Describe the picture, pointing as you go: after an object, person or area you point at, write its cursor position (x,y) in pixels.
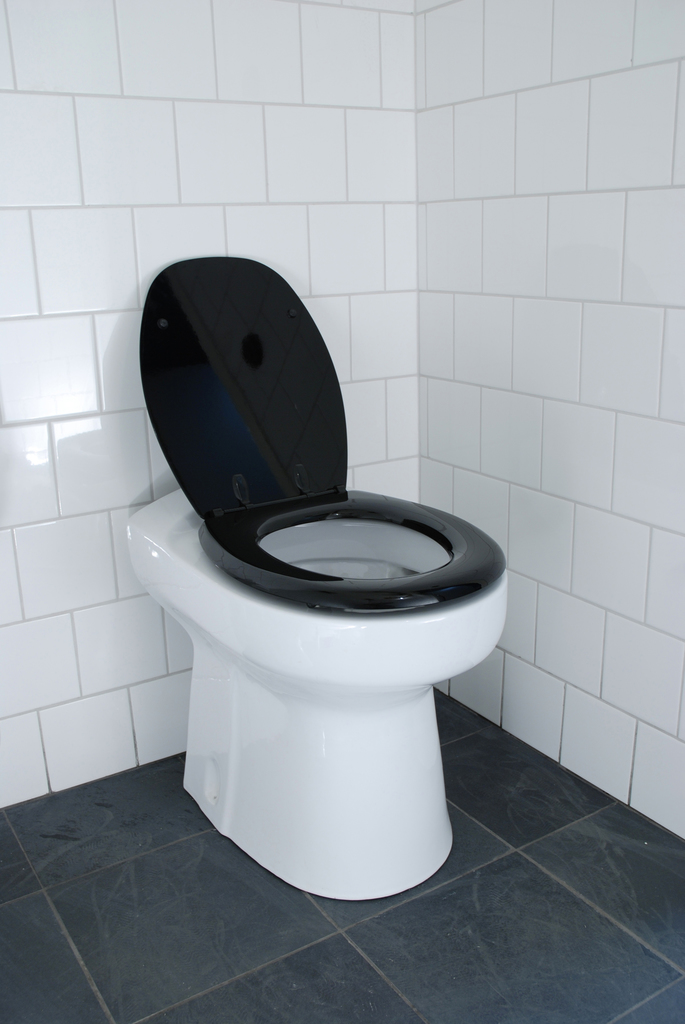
In the center of the picture (320,656) there is a toilet basin (297,690). At the bottom (237,953) it is floor (179,951). In the center of the picture (451,372) it is wall (500,232).
